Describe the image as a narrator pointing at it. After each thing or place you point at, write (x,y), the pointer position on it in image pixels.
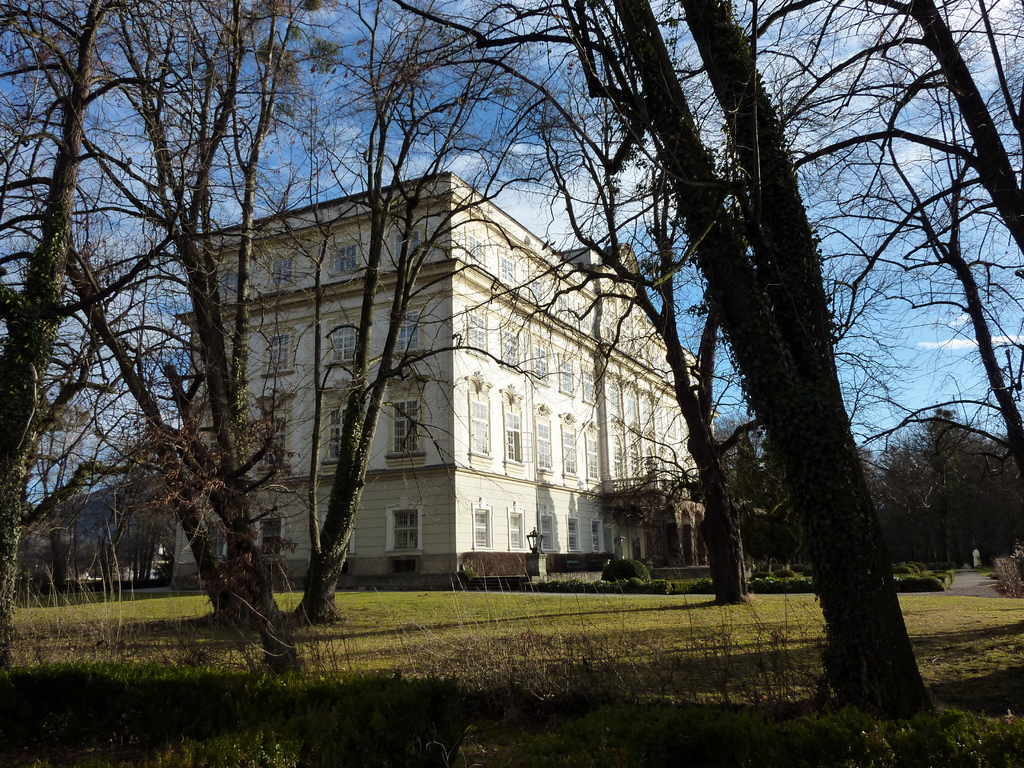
There are grasses (407,662) on the ground (522,654). Also there are trees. In the back (439,417) there is a building (466,418) with window (482,433). In the background (304,177) there is sky (893,313) with clouds (932,342).
